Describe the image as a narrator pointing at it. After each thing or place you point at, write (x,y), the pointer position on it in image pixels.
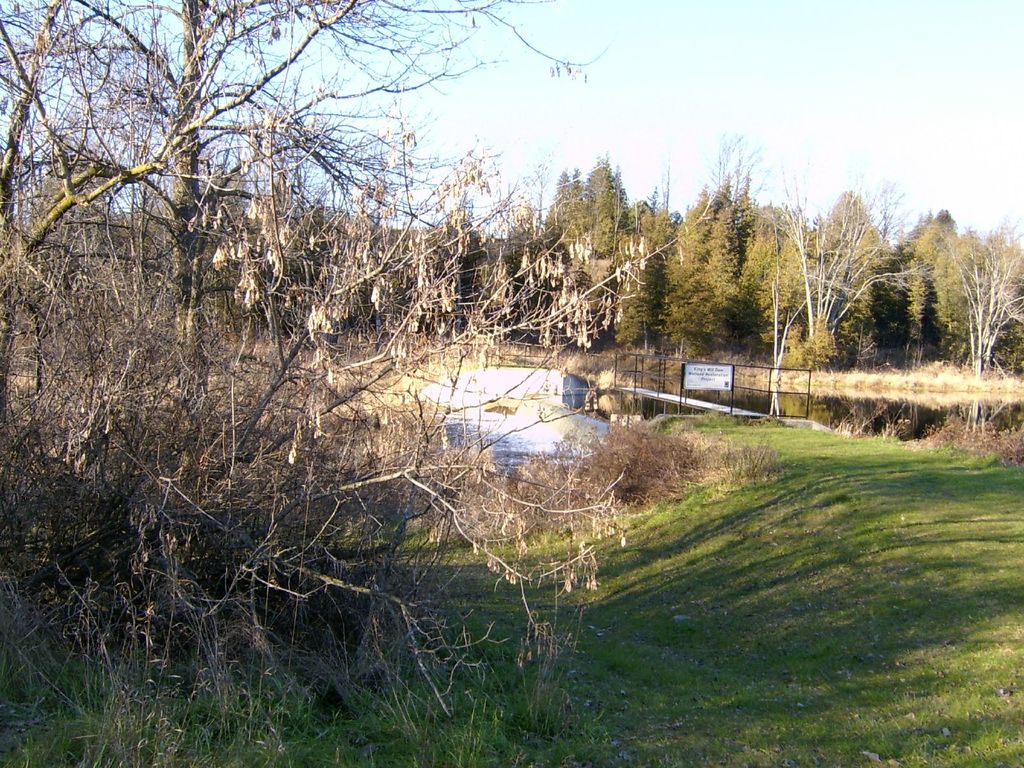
In this image we can see the trees (694,243) and dried trees (219,443), grass (754,623), near there is a bridge (749,411) and the lake (752,399), in the background (1023,26) we can see the sky (780,154).
